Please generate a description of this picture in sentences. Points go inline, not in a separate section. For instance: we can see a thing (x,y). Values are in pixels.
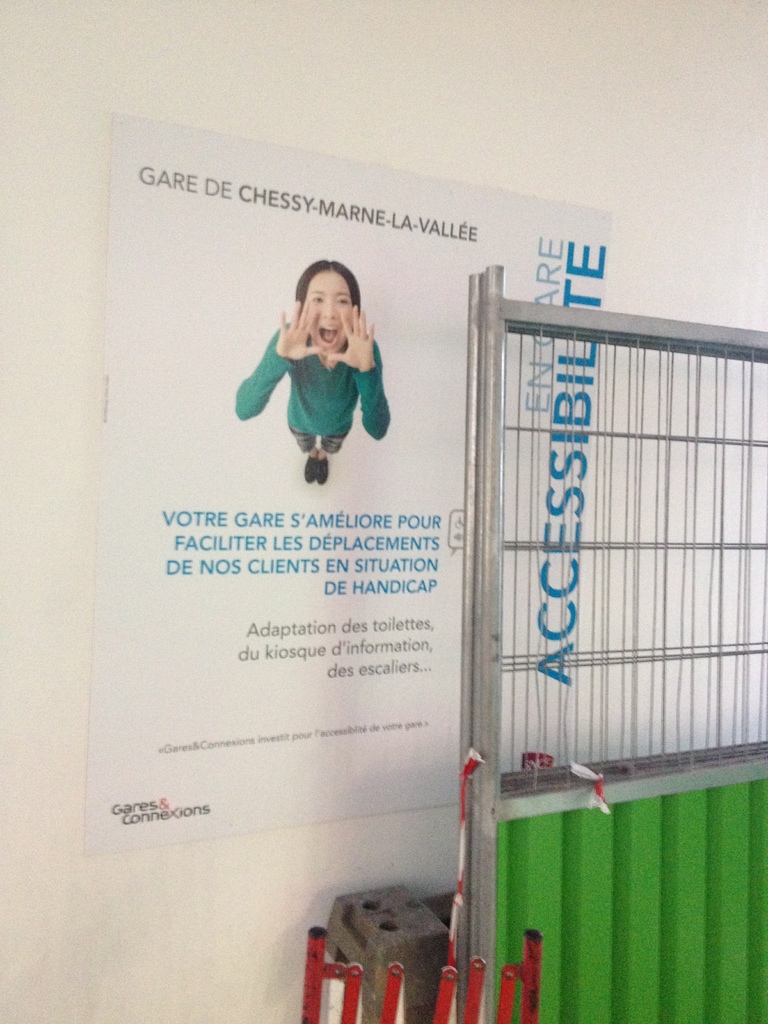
In this image I see the silver and green color thing (606,997) over here and I see the red color thing (391,998) over here and I see the wall (47,744) on which there is a paper (187,253) and I see a picture (330,335) of a woman (307,389) on it and I see something is written.
